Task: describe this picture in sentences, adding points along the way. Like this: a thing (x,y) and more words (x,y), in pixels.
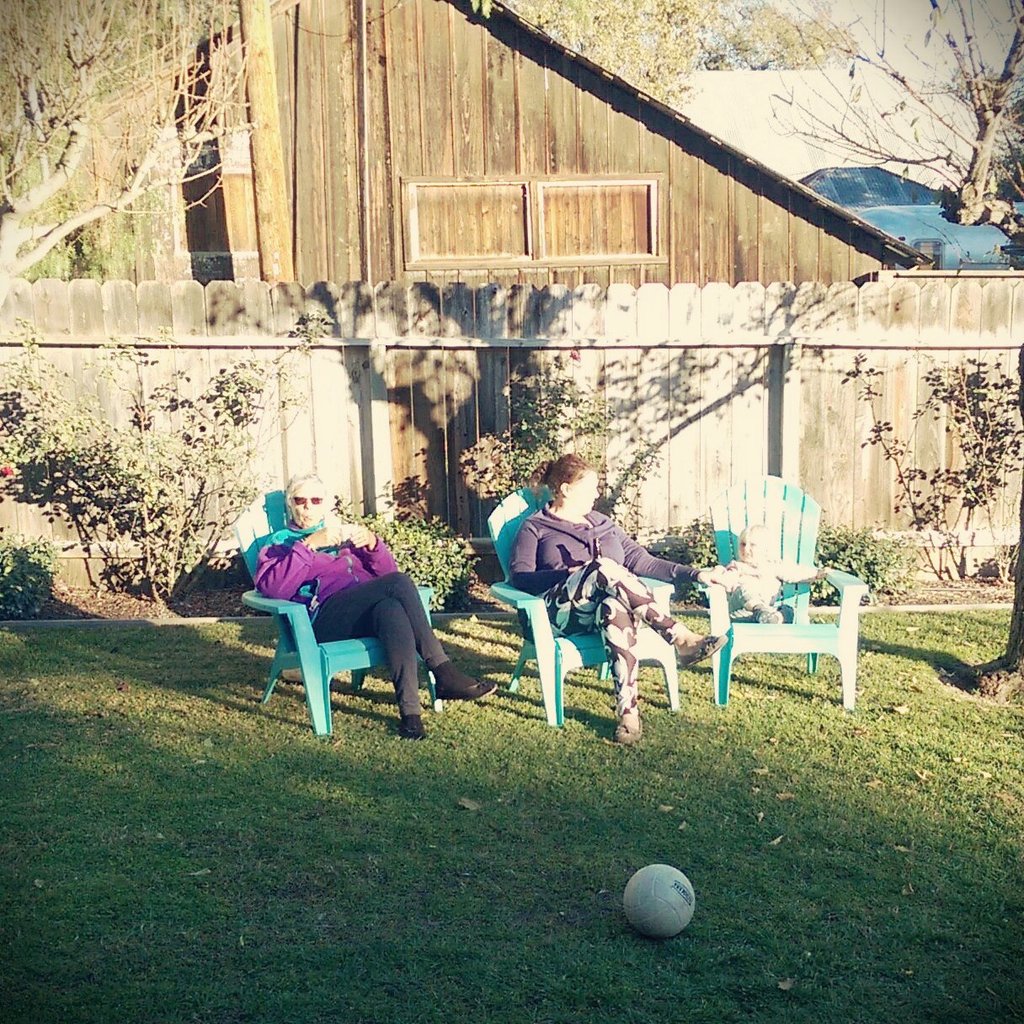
In this image we can see two women (261,582) and a baby (742,559) are sitting on the chairs (726,649). At the top of the image (662,63), we can see a house (689,203) and trees (150,158). At the bottom of the image (650,900), we can see a ball (666,886) on the grassy land (724,754). Behind the woman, we can see plants (635,475) and wooden boundary (426,359). It seems like a vehicle (890,224) in the right top of the image (907,218).
